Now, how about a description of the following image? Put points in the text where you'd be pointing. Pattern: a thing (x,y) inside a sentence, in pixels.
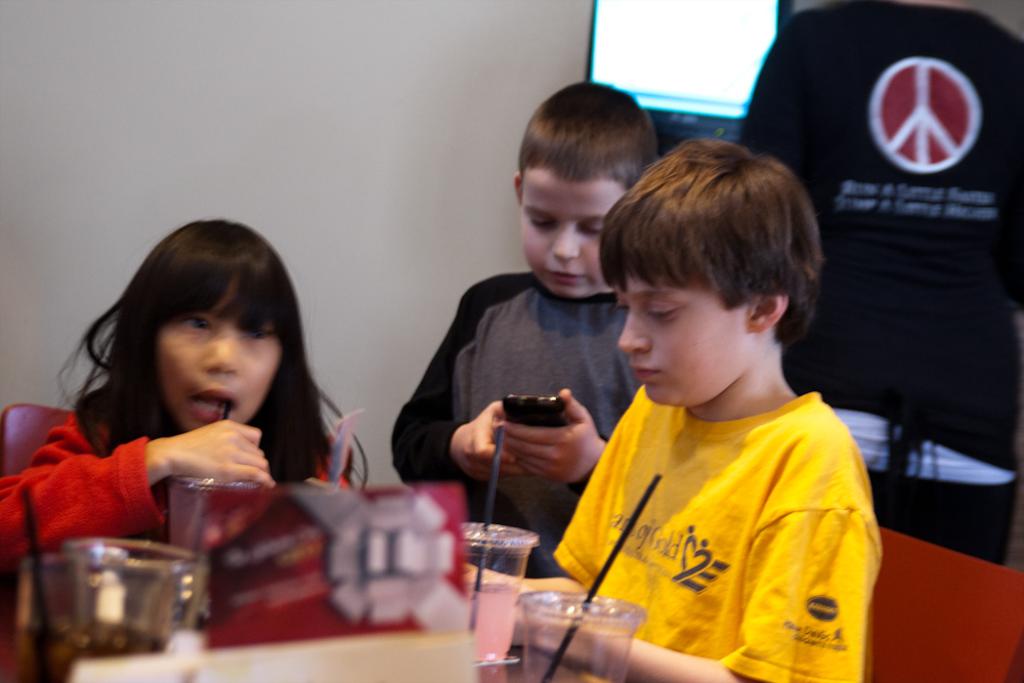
In this picture we can see a few cups (587,641) and straws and other objects (405,595) on the table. There is a boy (514,340) holding a phone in his hand (511,441). We can see a girl (250,439) sitting on a chair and holding an object (178,482). We can see another boy (648,472) sitting on the chair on the right side (842,540). A black T shirt (989,134) is visible and a peace sign (938,139) is seen on this shirt (887,182). We can see a screen (709,68) and a wall (497,142) in the background (620,70).
